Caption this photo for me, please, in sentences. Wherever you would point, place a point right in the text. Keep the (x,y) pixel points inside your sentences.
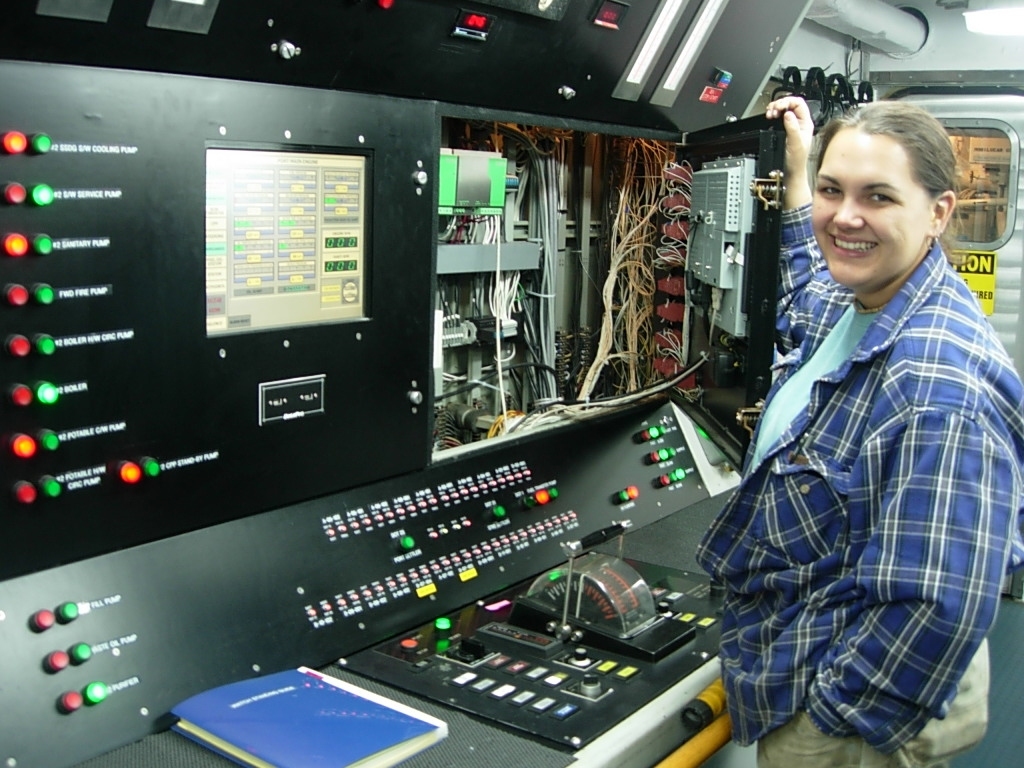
In this image I see the machine (216,508) over here and I see many wires (637,229) and I see a woman (823,251) over here who is standing and I see that she is smiling. In the background (1003,253) I see the door (973,229) on which there is something written and I see a book (333,707) over here.
